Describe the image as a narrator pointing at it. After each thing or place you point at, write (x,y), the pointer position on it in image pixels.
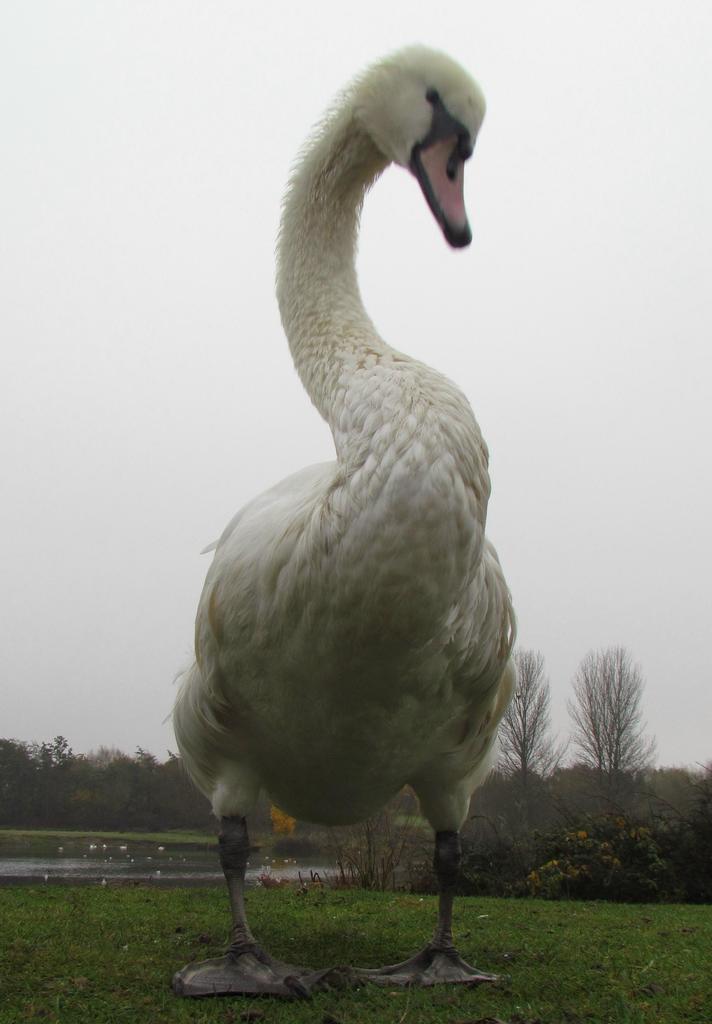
In this image a swan (263,746) is standing on the grassland (176,969). Left side (72,863) there is water (108,864). Background (21,813) there are few trees (508,804). Top of the image (569,274) there is sky (564,308).
